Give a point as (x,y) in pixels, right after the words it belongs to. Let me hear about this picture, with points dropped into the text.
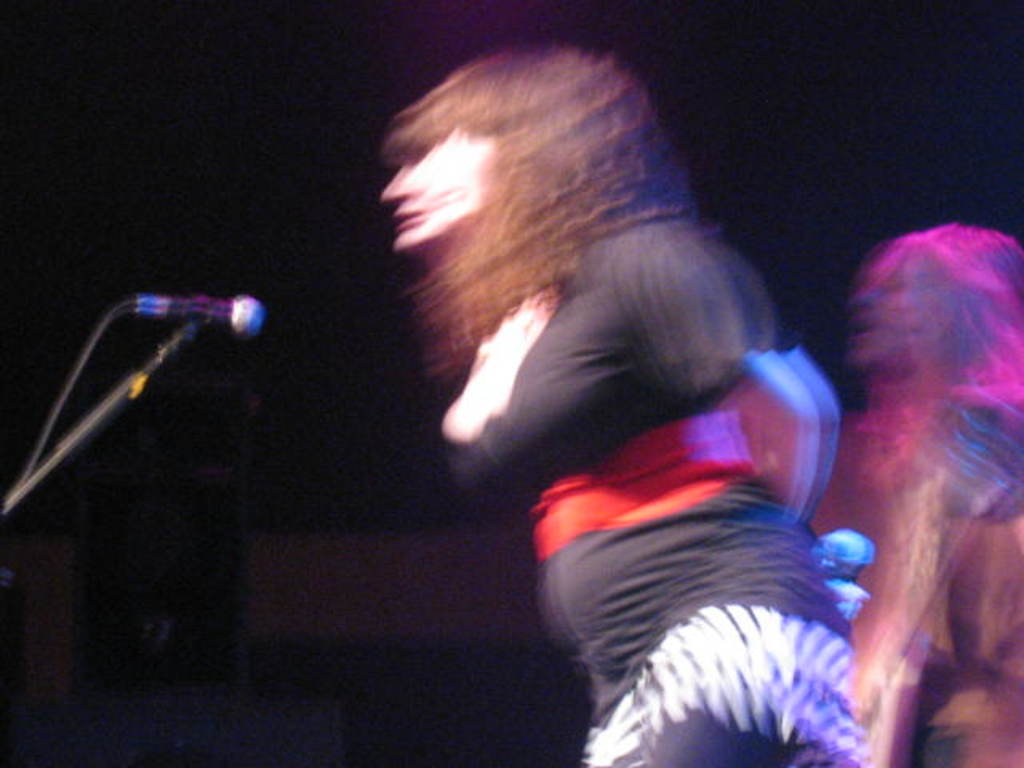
In this picture we can see two people (694,259), mics (224,317) and in the background (417,688) it is dark.
